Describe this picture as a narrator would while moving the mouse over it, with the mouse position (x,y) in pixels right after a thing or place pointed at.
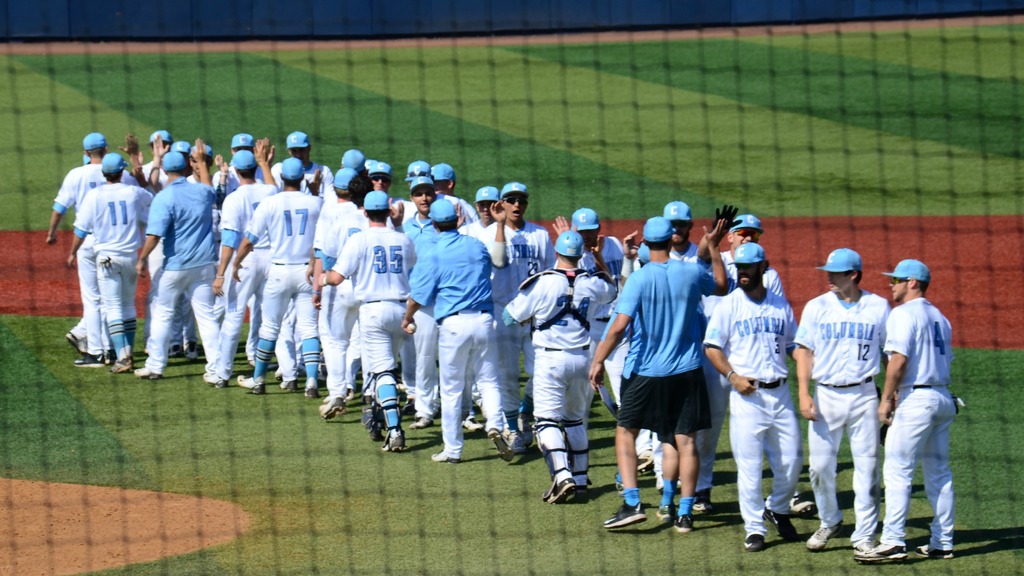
In this picture, we can see a few people (297,355), and the ground (472,536) with grass (494,482), and we can see the net (622,352).
